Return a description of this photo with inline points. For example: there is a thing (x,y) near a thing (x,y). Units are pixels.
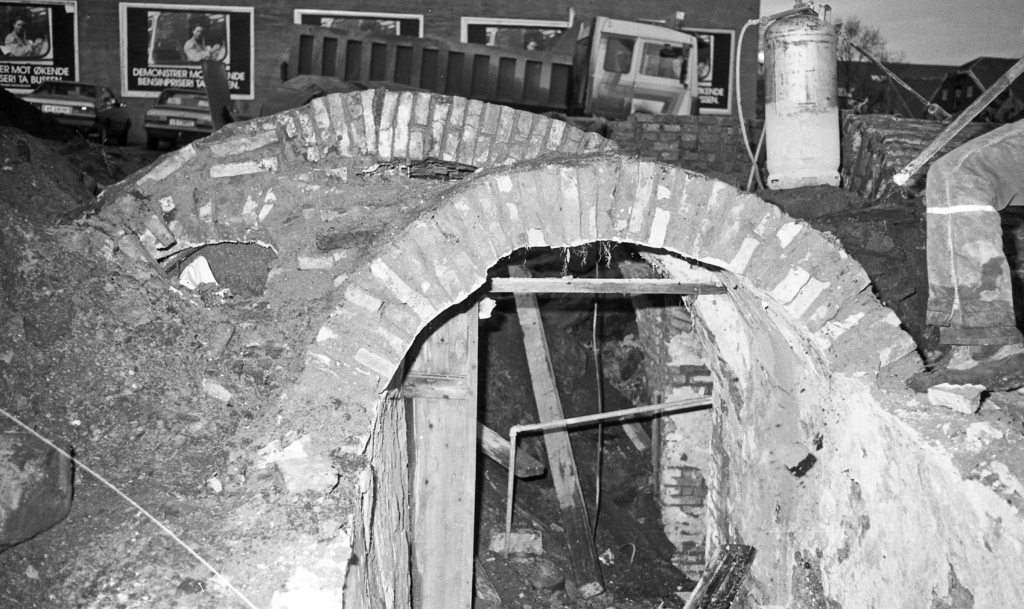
This is a black and white image. In the center of the image (526,307) there is a tunnel (454,286). In the background of the image (340,33) There are vehicles (311,33). There is a wall (288,14) with posters (360,28) on it. To the right side of the image (823,176) there is object (780,156).
